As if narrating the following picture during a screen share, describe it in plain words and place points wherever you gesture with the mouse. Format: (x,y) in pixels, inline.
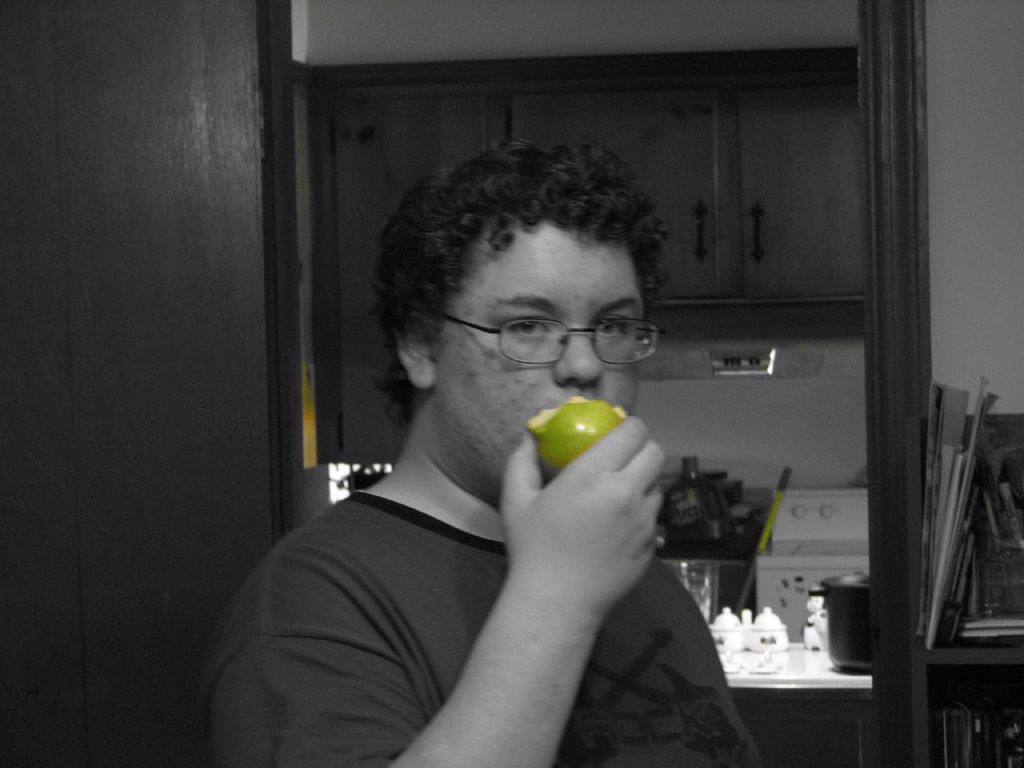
In the picture I can see a man (616,383) in the middle of the image (477,344) and he is holding a fruit (618,417) in his right hand (646,501). I can see the books (941,530) on the wooden shelves (969,491) which is on the bottom right side (919,713). I can see the wooden cupboards (714,136) at the top of the picture (743,114). I can see the ceramic jars (754,629) and a black color pan (868,614) are kept on the table (791,673). I can see a stove (815,529). It is looking like a wooden door (254,427) on the left side (174,324).
